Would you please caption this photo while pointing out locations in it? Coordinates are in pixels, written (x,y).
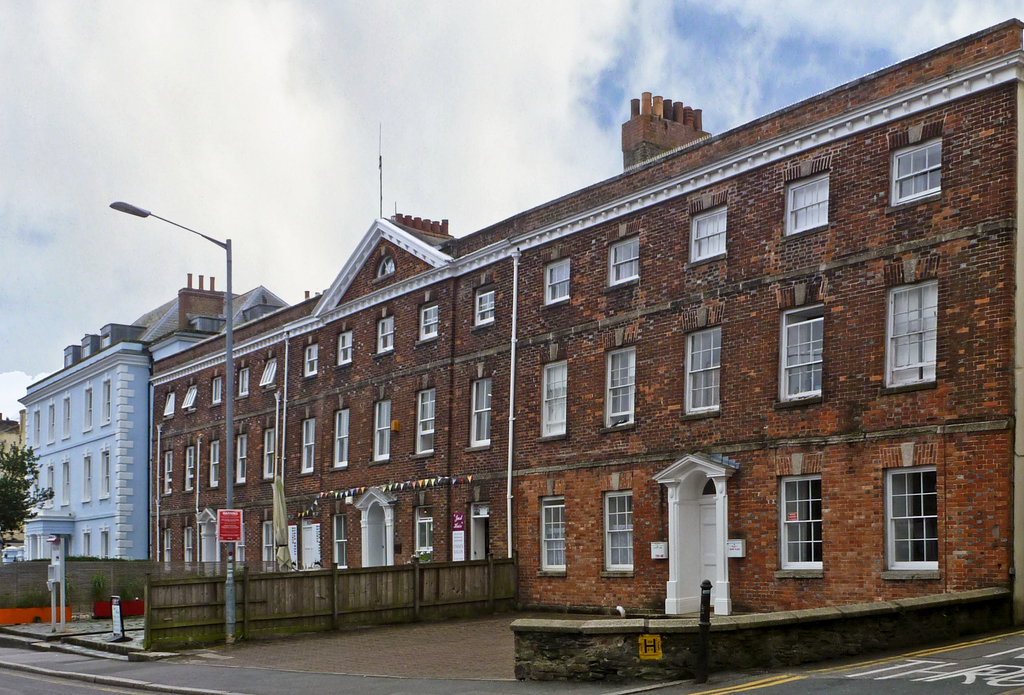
In the center of the image (574,310) there are buildings (304,494). There are windows (693,340). There is a light pole (170,223). At the top of the image (361,10) there is sky (288,97) and clouds (415,34). At the bottom of the image (4,687) there is road (643,693). To the left side of the image (26,495) there is a tree (19,474).
